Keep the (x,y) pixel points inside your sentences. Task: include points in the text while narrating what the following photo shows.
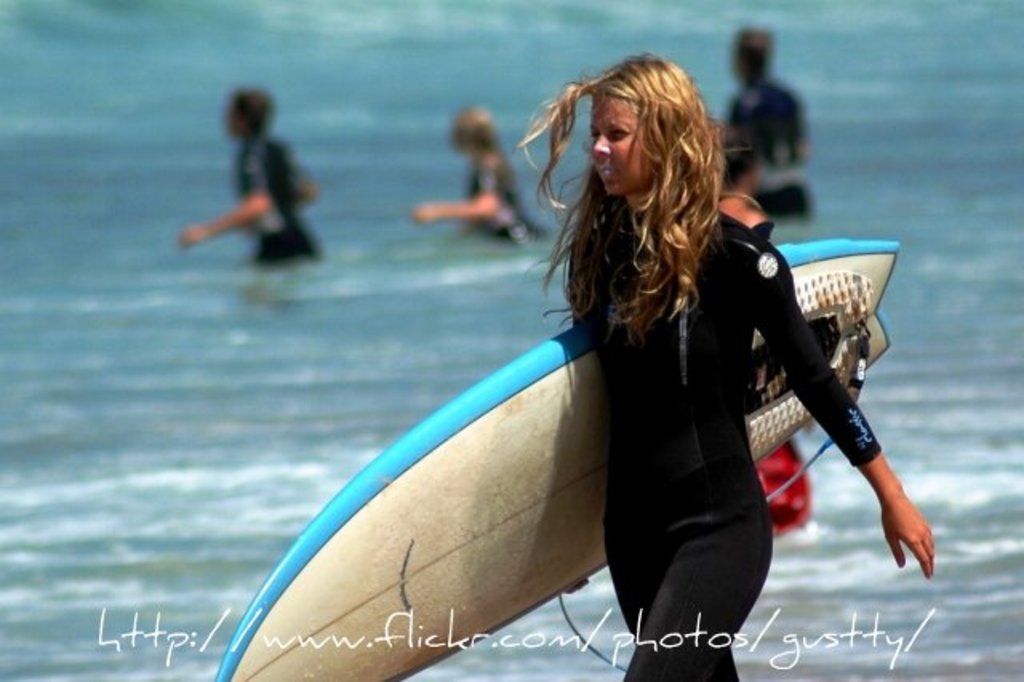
In this image I can see a woman (729,339) who is walking by holding a surfboard (488,522) in a her hand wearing a suit (698,471). In the background (279,529) I can also see water (168,366) with people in it.
